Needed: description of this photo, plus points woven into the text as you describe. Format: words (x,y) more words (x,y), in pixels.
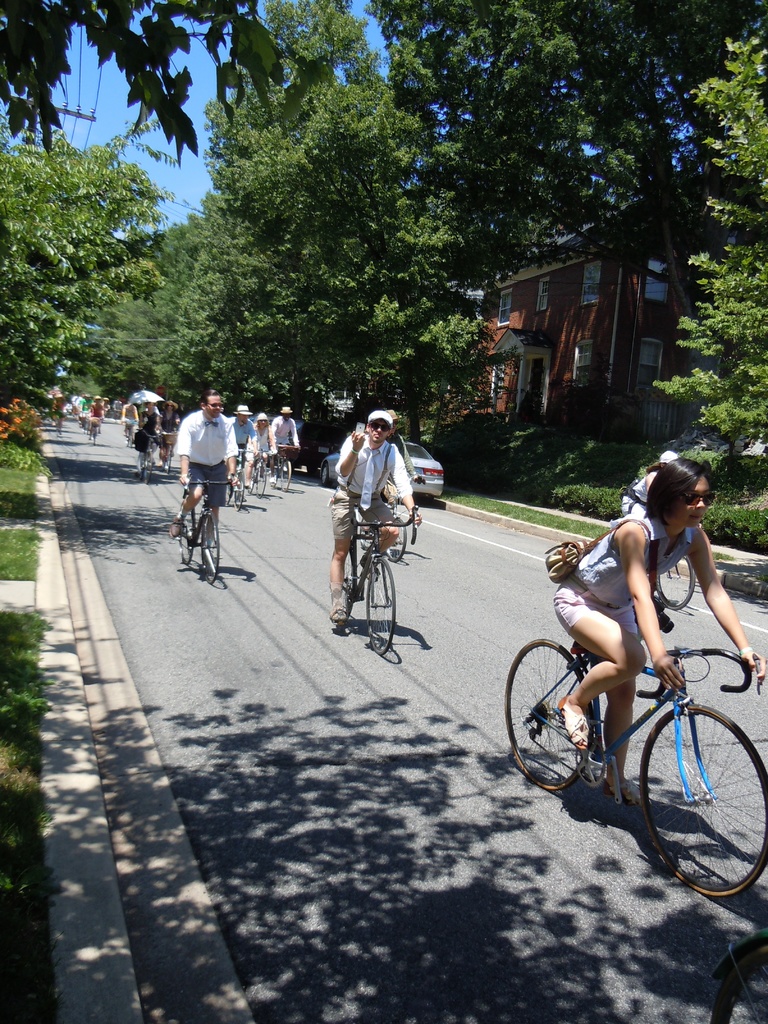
here in this picture we can see the road (170,475), in which many people (180,441) were riding a bicycle (172,452), here we can also see many trees (318,159), here we can see a car (433,476) on the road (472,612), here we can also see a building (640,320) beside the road (472,871), we can also see the clear sky (86,125).
